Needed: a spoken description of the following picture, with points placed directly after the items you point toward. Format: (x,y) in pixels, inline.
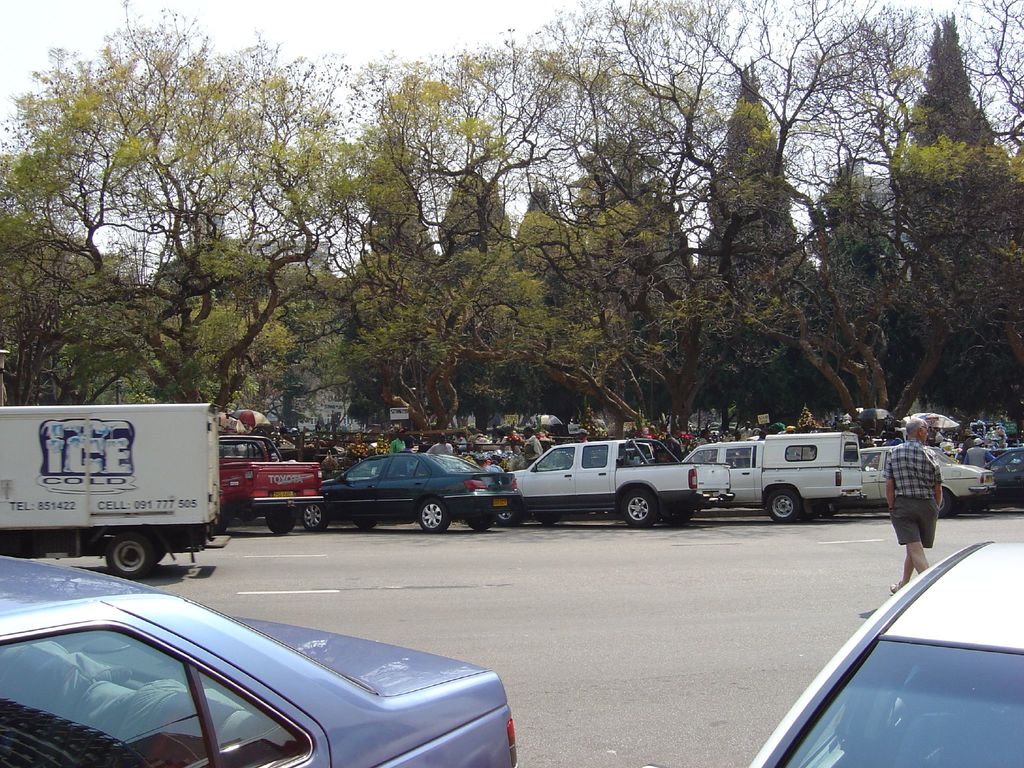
There are vehicles (500,716) and a person (930,529) on the road (691,616). Here we can see trees (572,298), few persons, and boards (514,420). In the background (793,42) there is sky (780,35).
